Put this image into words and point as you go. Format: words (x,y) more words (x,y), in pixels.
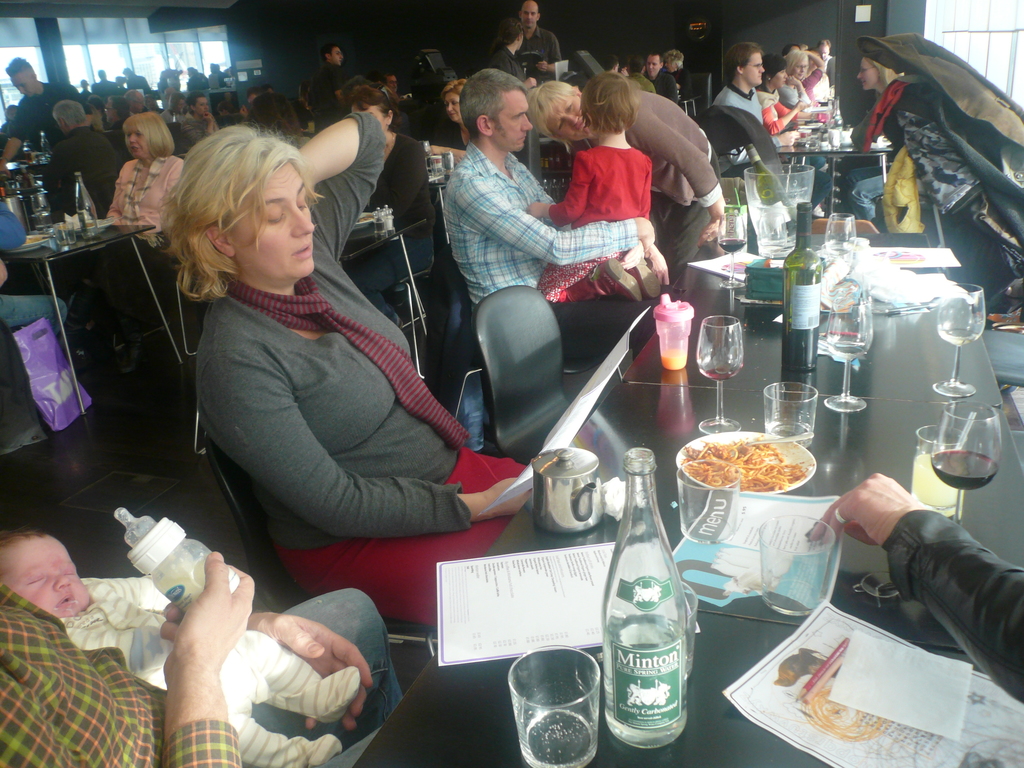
This is an inside view image of the restaurant (69,66) where we can see there are so many people (691,161) sitting on chairs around the table (516,528), on which we can see there are some glasses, food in plates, drink bottles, menu card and some other things (907,763).
